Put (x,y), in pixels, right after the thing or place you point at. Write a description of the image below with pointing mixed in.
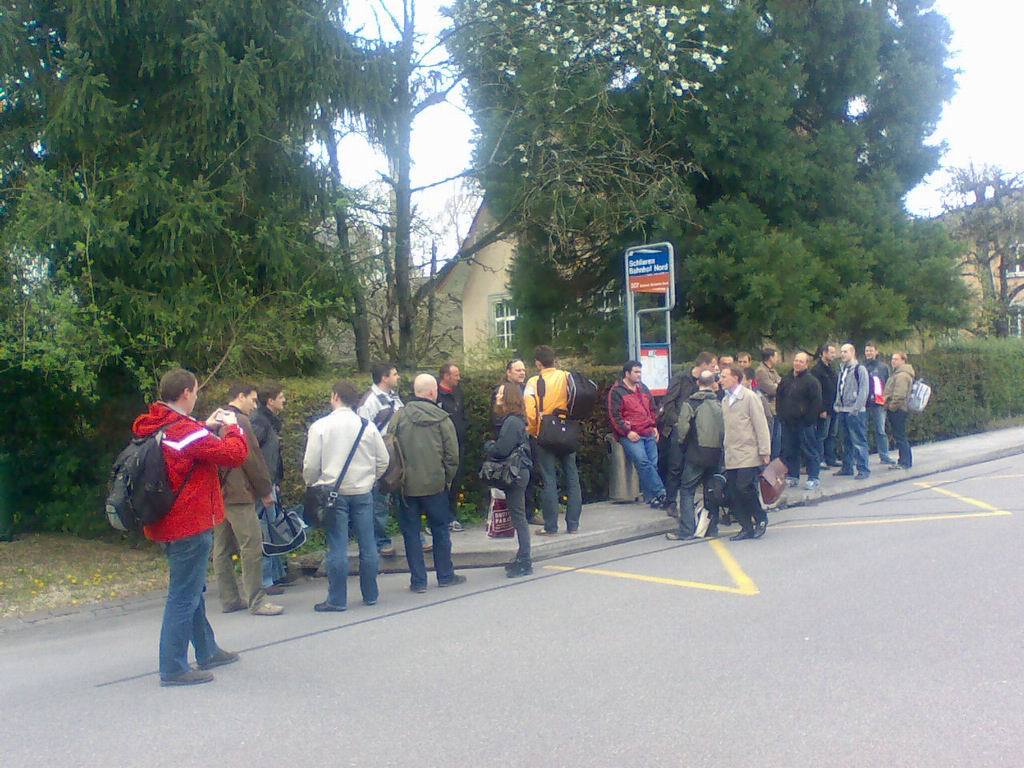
In the image there are a group of people (630,420) standing beside the road (16,630) and behind them there are few trees (540,272) and plants (592,415) and behind those trees (478,182) there are few houses (492,278).
